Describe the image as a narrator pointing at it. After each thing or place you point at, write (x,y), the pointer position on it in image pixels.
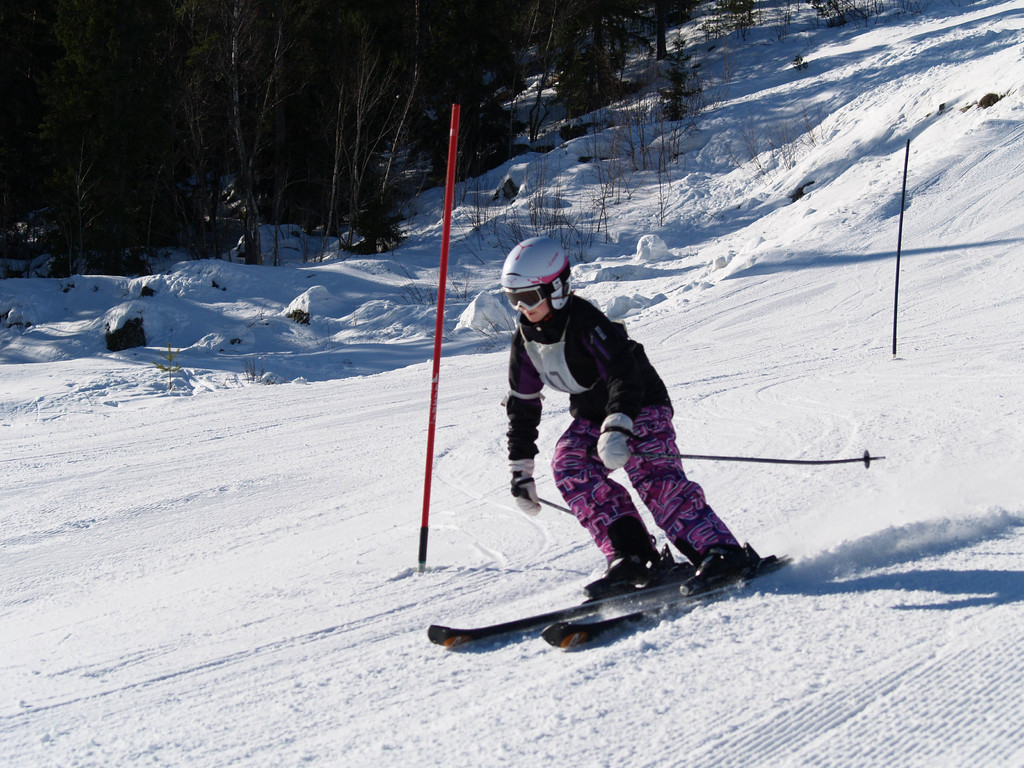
On the right side (691,513), there is a person (705,512) in a black color jacket (592,338), wearing a white color helmet (555,271), holding two sticks (635,456) with both hands (518,470) and riding skis (730,579) on the snow surface (656,623). Beside this person (632,357), there is a red pole (427,502). In the background (756,189), there are trees (303,185), plants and a pole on the ground (868,173), on which there is snow (495,177).
